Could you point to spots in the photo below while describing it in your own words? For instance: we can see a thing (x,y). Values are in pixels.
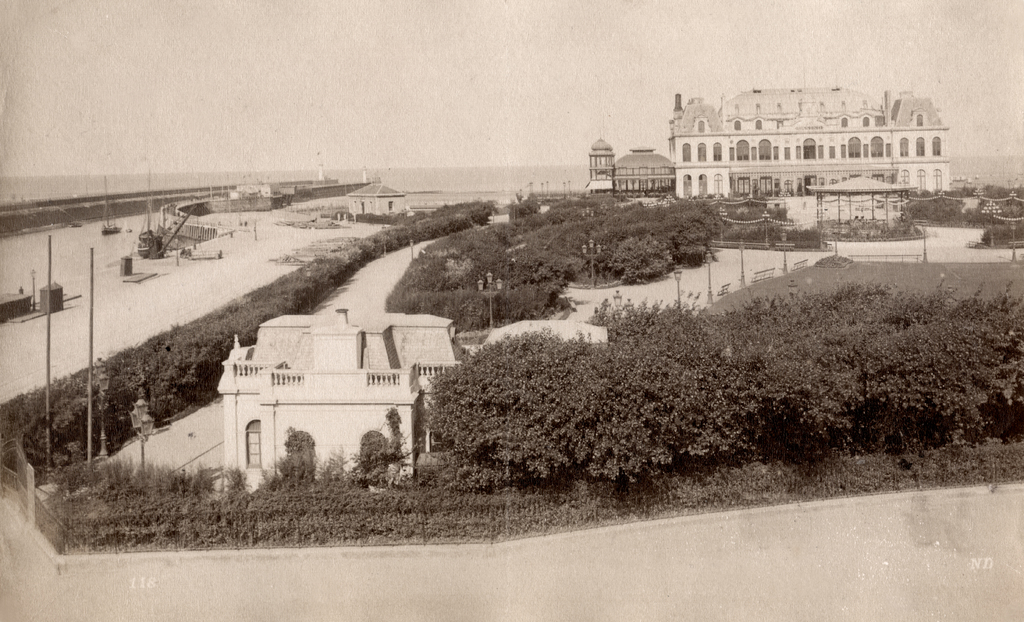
In this image we can see a few buildings (406,351), there are trees (679,235), poles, lights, boats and some other objects (171,236), also we can see a shed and in the background (111,12), we can see the sky (108,26).
